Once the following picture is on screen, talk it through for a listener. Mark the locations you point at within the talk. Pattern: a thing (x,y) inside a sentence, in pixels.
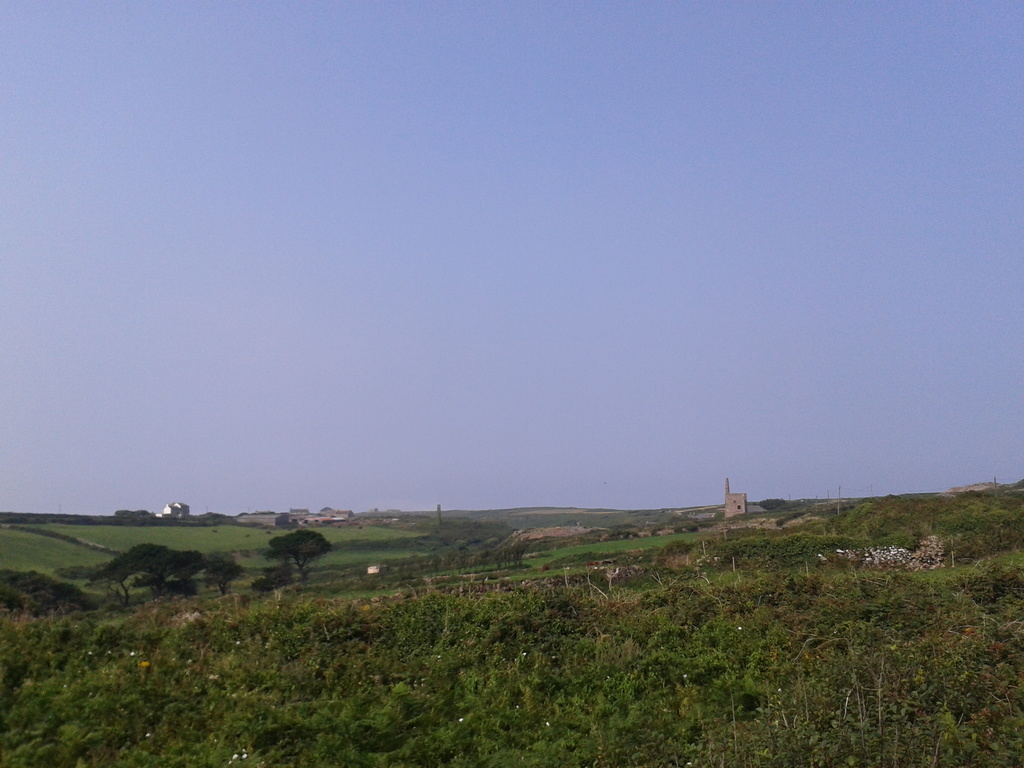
At the bottom of the picture (434,640), there are many trees (592,669). In the middle of the picture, we see grass (167,533) and a monument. There are trees (182,522) and buildings (249,523) in the background (182,505). At the top of the picture (468,217), we see the sky (455,234), which is blue in color.
